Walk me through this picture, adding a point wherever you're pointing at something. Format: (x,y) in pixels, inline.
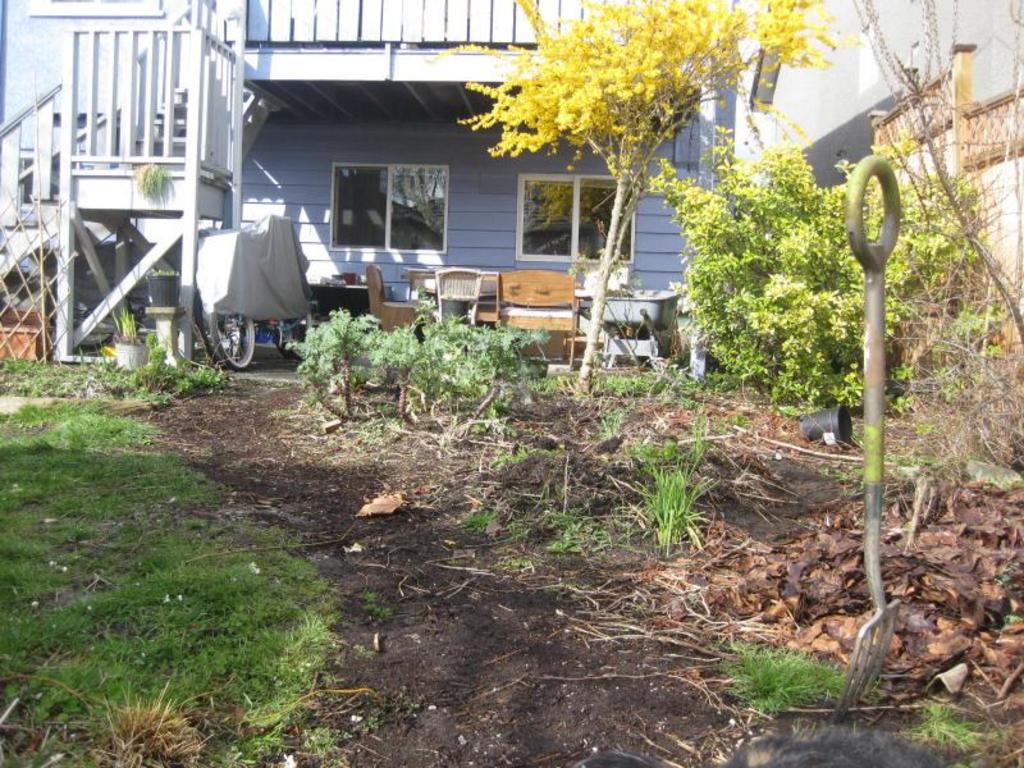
In this image I can see few plants (326,330) and trees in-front of the building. I can see two windows (342,194) to the wall (500,212). In-front of the wall (509,198) there is a table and chairs (410,315). To the left (269,341) I can see the bicycle (212,348) and it is covered with sheet (230,279). There are also stairs (100,170) to the left (79,173).
